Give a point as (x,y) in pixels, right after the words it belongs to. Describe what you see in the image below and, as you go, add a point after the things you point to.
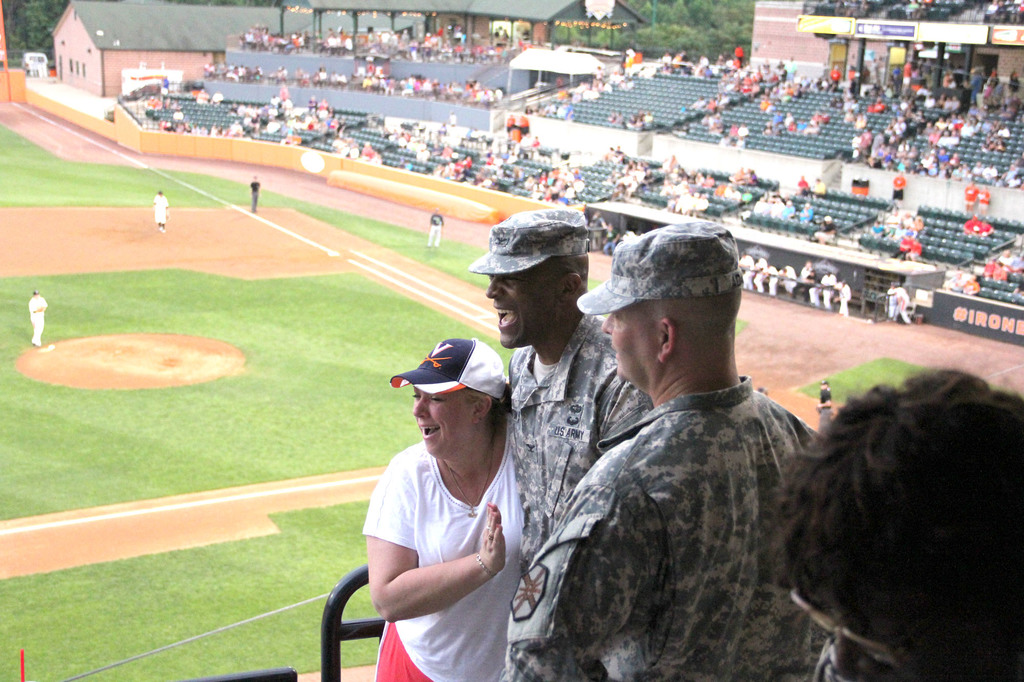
In the picture we can see a playground (197,590) with some green color mats (265,317) on it with some people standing in a sports wear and behind them we can see audience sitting in the chairs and watching them and beside them we can see a house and behind it we can see a shed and behind it we can see trees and near the picture we can see two army men (728,477) and one woman (460,586) are standing.
